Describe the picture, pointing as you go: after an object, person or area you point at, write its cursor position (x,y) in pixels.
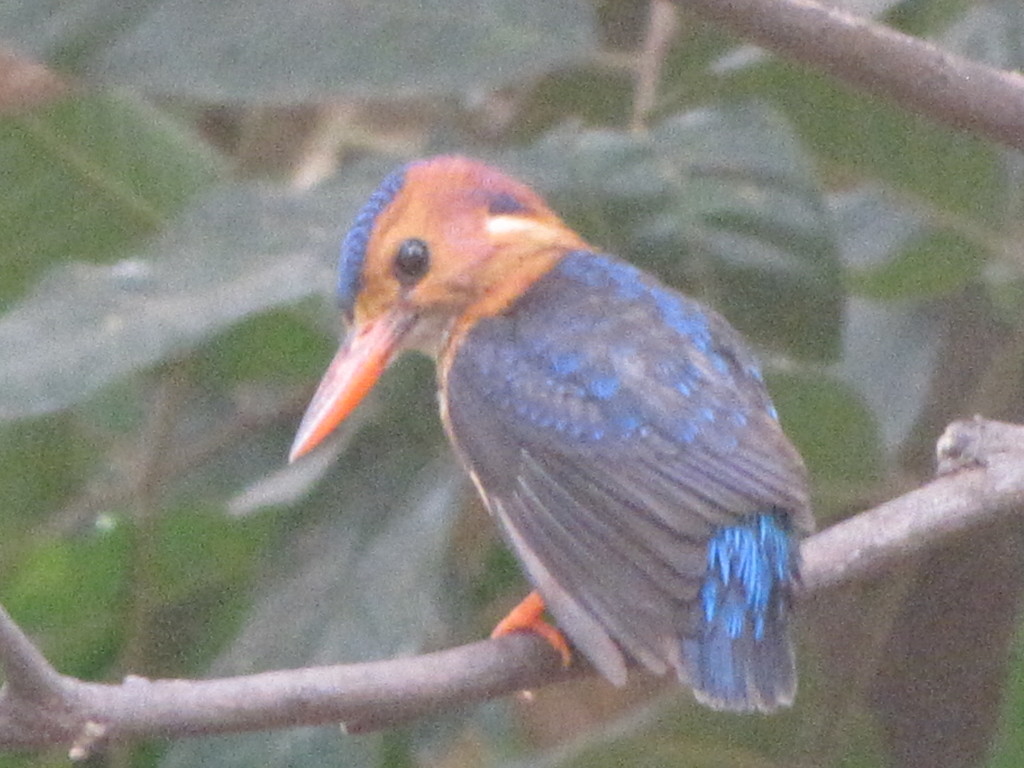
In this picture there is a bird (499,324) which is standing on this tree branch (460,677). In the background (888,259) i can see the leaves (252,571).
